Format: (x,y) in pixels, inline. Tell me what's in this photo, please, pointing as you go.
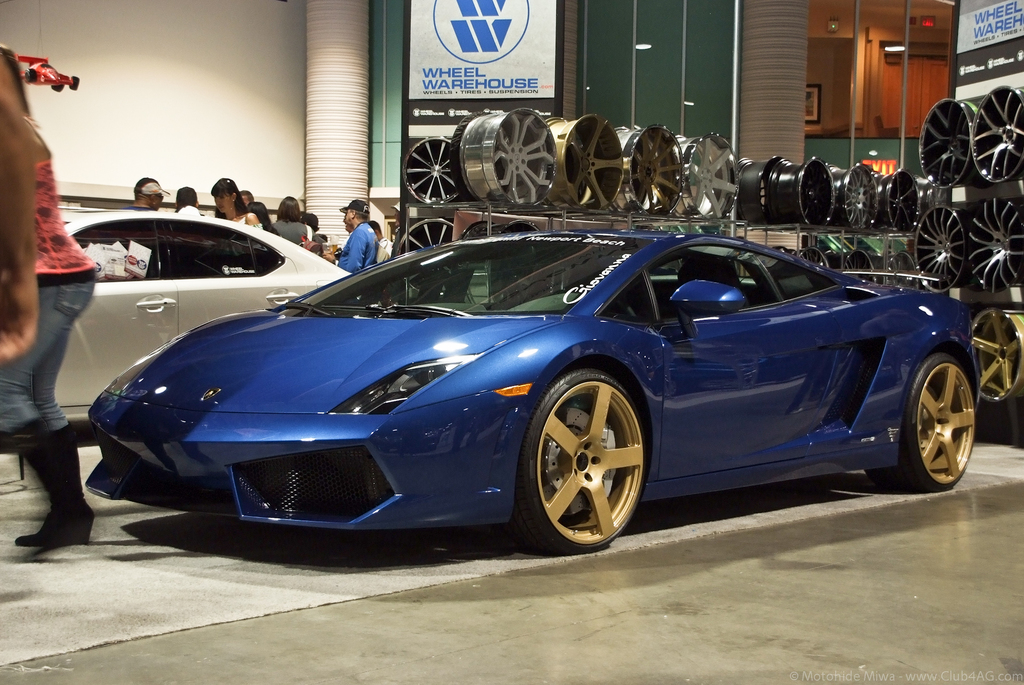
In this image we can see there are two cars (334,377), beside the cars (270,312) there are a few people (300,241) standing. On the right side of the image (926,185) there are few objects (912,207) placed in a rack (987,303). In the background (235,134) there is a wall (228,149).
